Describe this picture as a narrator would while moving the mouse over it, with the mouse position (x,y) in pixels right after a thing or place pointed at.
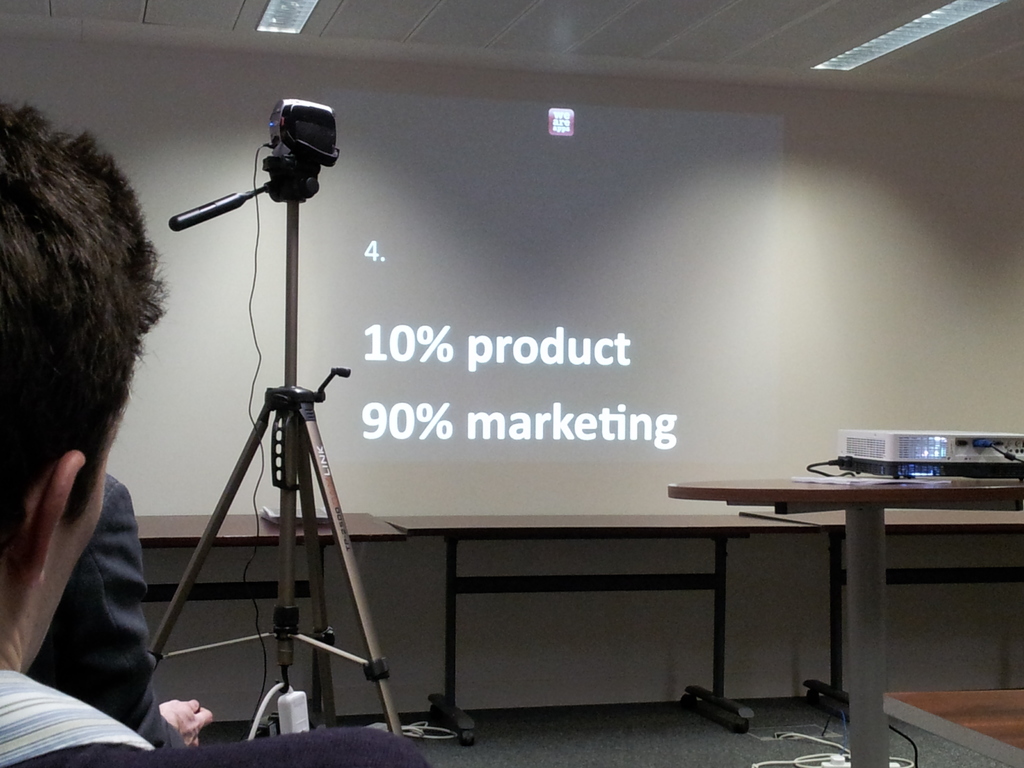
This picture consists of person (162,746) on the left side (10,154), in the middle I can see a stand (303,190), on top of stand (297,236) I can see a camera (327,144) and I can see the wall (253,98) and screen (586,246) attached to the wall (830,223) and text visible on screen (510,321) visible in the middle (468,418), in front of wall (483,491) I can see a table (596,534) and I can see another table (871,569) on the right side (962,444) and there is a machine (886,451) kept on it.
